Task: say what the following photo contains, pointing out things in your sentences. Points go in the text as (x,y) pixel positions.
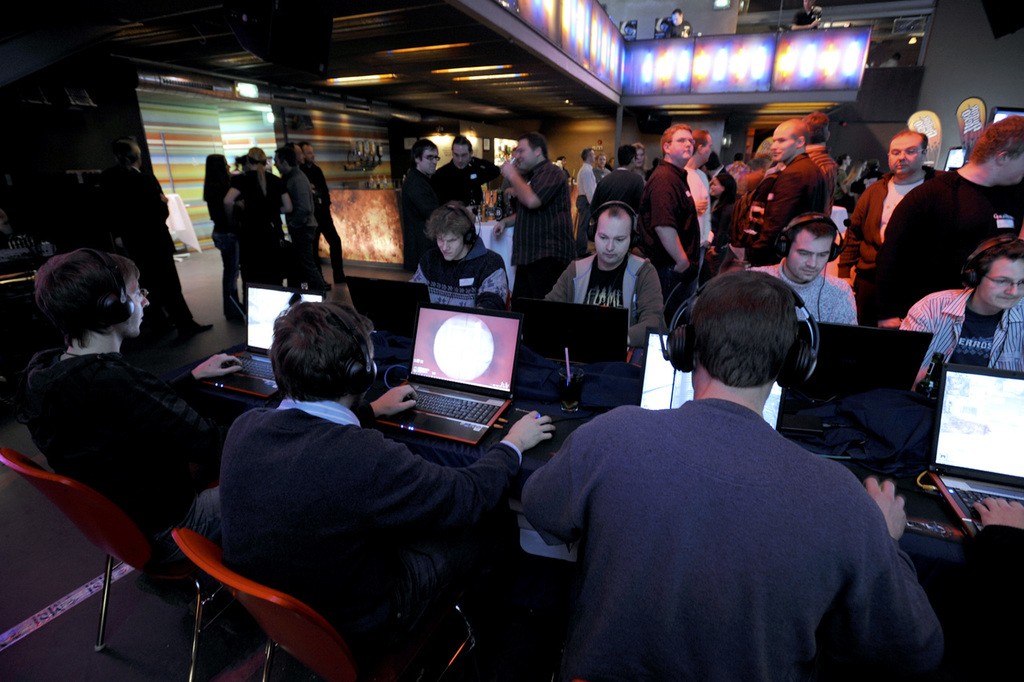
In this image I can see number of persons (579,546) are sitting on chairs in front of desk (550,447) and on the desk (544,412) I can see few laptops (478,403), few wires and few other objects (878,430). I can see they are wearing headsets (779,377). In the background (409,214) I can see few persons (661,194) standing, the wall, the ceiling (549,69), few lights (439,45) and the railing (637,50).
